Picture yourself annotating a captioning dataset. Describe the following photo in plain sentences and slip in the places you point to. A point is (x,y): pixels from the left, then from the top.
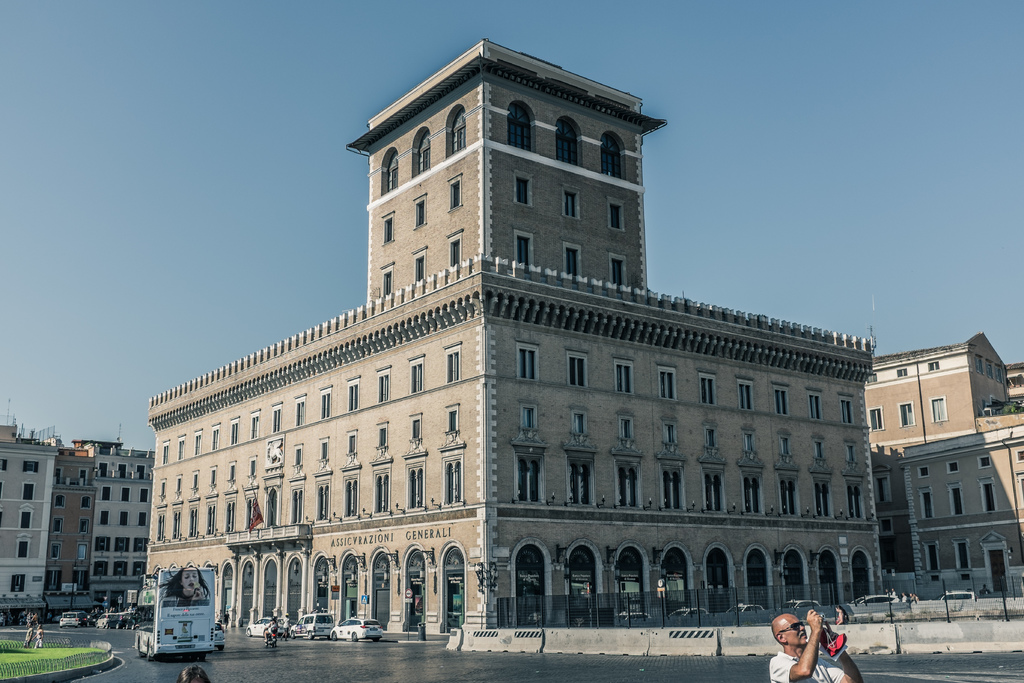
In this picture we can see buildings (389,512), cars (312,618), bike (277,631) and at the left side of the image (47,654) there is a grass (34,659) on the surface (40,659). At front (794,654) there is a person (804,663) standing by holding the camera (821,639) and at the background of the image (173,263) there is sky (138,284).
